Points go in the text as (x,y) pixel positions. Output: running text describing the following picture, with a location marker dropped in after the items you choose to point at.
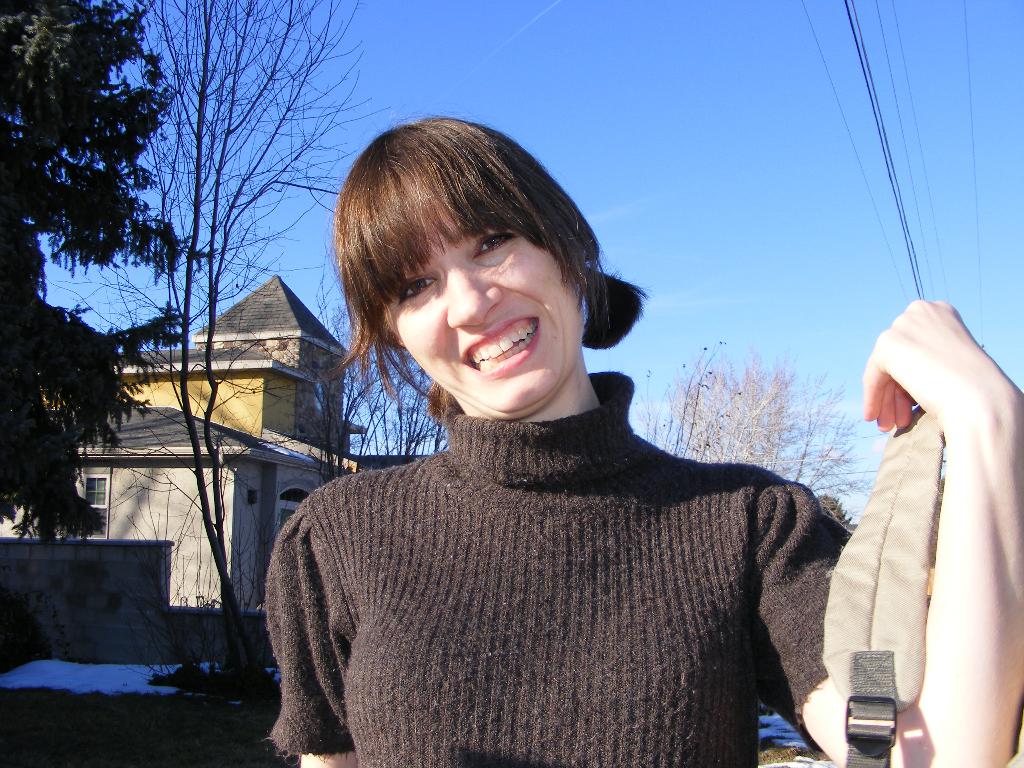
In the foreground of this picture (538,537), there is a woman (559,630) in black dress (563,481) holding a bag (885,647) in her hand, In the background (230,116), there are trees (195,433), house (237,472), cables (841,118) and the sky (678,112).
